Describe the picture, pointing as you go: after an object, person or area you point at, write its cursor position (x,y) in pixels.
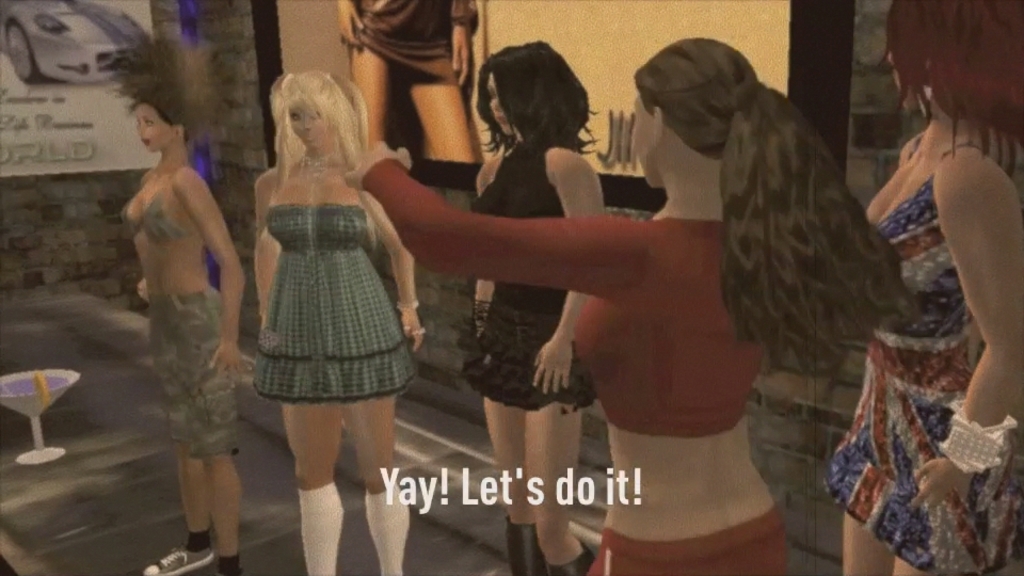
This is an edited image. Here we can see people (233,546) and an object (12,374). In the background (834,525) we can see wall (225,159) and banners (616,46). At the bottom of the image (406,504) we can see something is written on it.
